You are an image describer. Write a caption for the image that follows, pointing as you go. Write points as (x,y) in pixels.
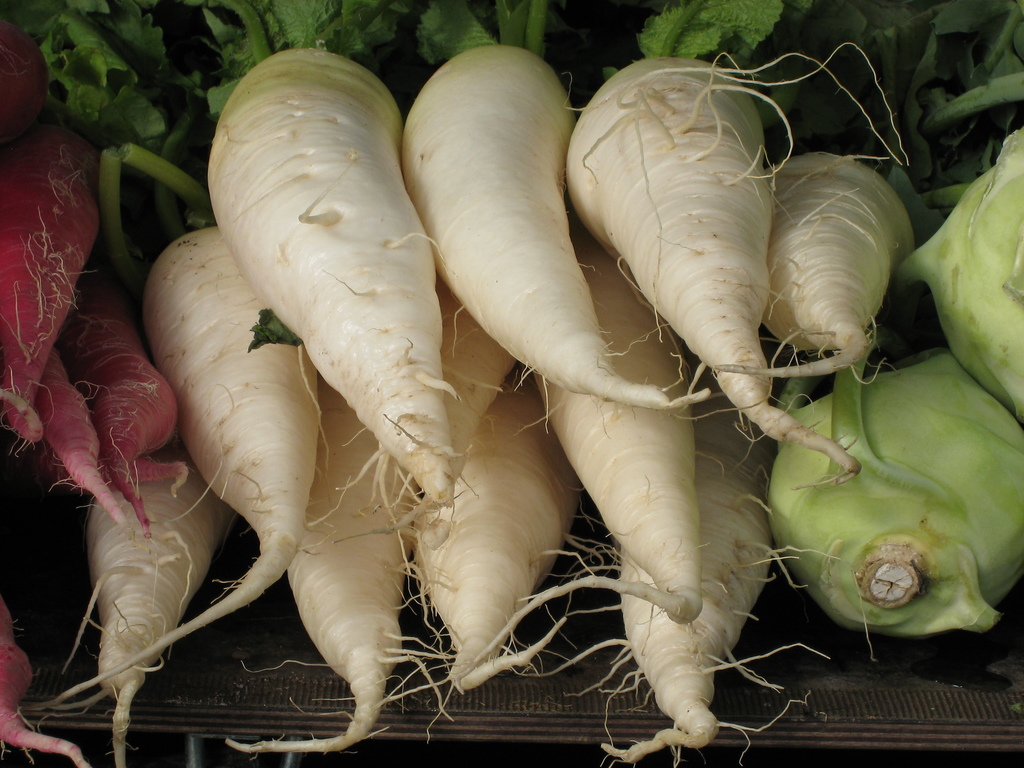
In this image there are radishes (743,569) on a rack (811,678).
